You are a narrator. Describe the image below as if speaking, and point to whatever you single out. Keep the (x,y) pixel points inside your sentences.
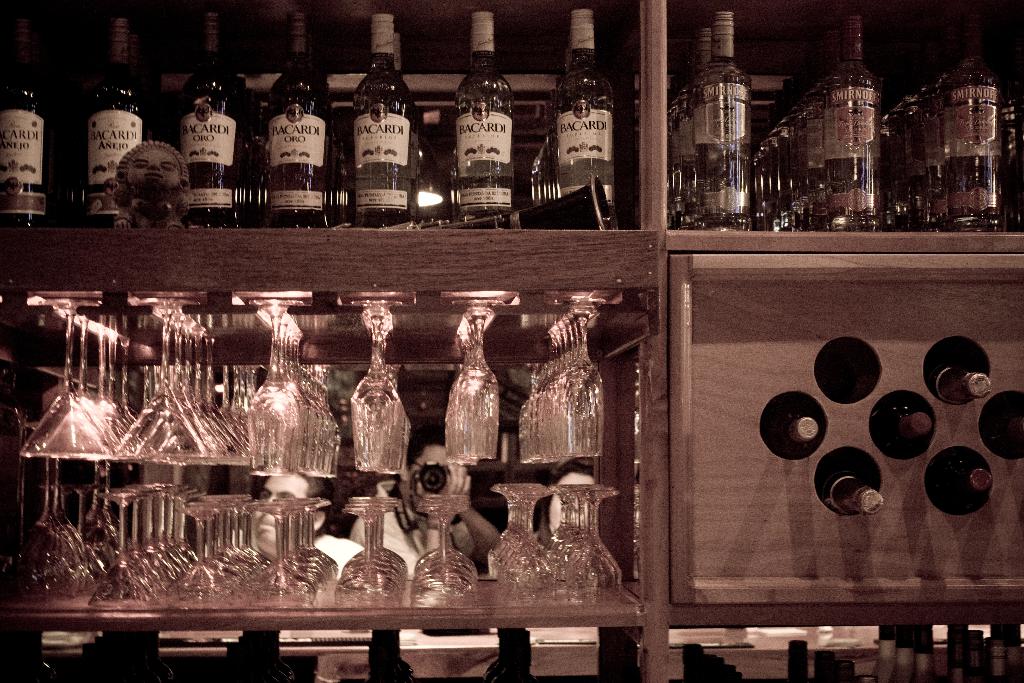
This is the picture of a shelf (677,436) in which there are some glasses (544,559) and bottles (200,165) are arranged.
